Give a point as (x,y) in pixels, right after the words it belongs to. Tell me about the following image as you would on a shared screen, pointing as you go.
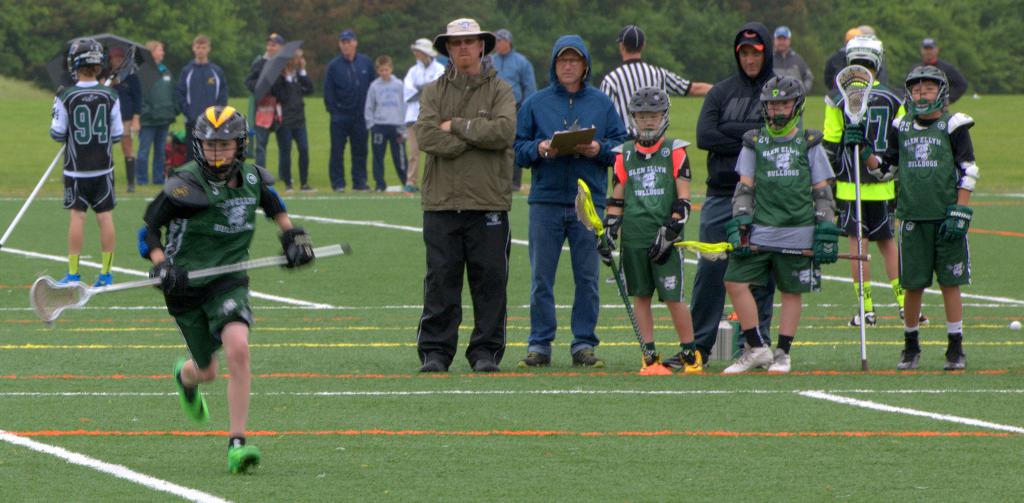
In the picture there are many people (416,143) and children (59,102) present, some children (177,210) are wearing helmets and catching sticks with the hands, behind there are trees (73,14).
